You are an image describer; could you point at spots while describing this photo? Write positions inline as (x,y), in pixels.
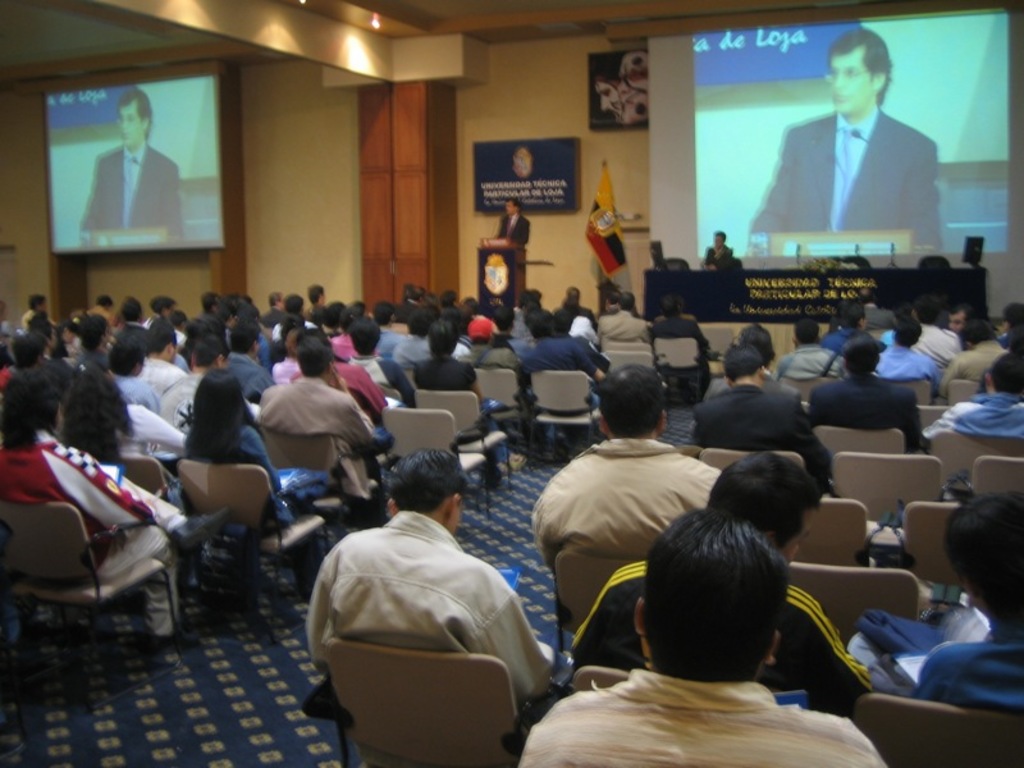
In the center of the image (481,283) we can see a man (525,231) standing, before him there is a podium (482,262) and there are people (182,360) sitting. We can see a flag (620,267). There is a table (743,288). In the background (781,116) there are screens (755,128) and boards (524,151) placed on the wall (412,80). At the top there are lights (374,27).
